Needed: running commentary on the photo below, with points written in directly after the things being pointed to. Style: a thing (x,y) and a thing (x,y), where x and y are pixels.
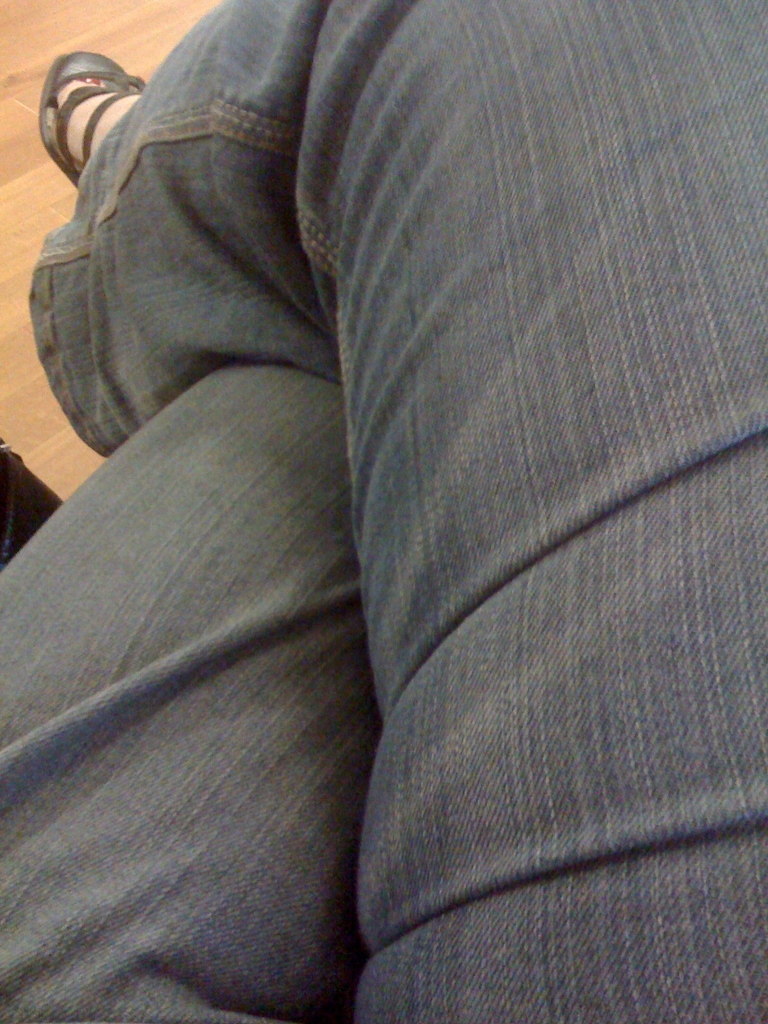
In this image I can see legs (291,503) of a person (190,572) and I can see this person (422,551) is wearing black sandal (62,65) and jeans (260,506).
